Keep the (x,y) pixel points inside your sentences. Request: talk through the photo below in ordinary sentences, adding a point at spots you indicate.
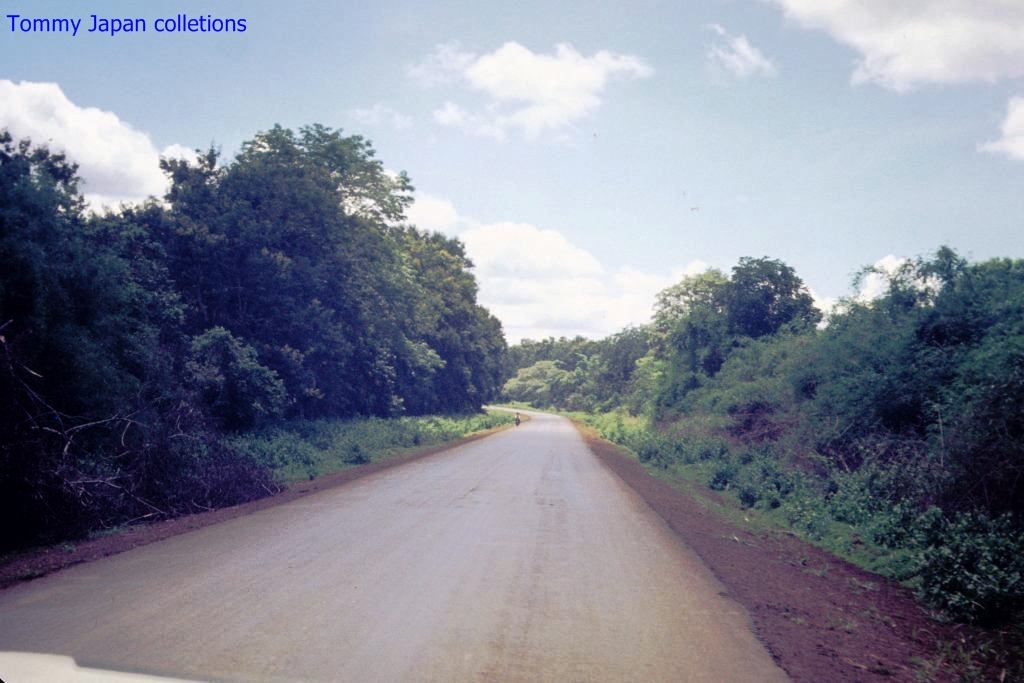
In this picture we can see trees (451,388) on the right side (874,472) and left side (288,341), there is the sky (567,148) at the top of the picture (618,118), we can see some text (169,26) at the left top of the picture (101,25).
